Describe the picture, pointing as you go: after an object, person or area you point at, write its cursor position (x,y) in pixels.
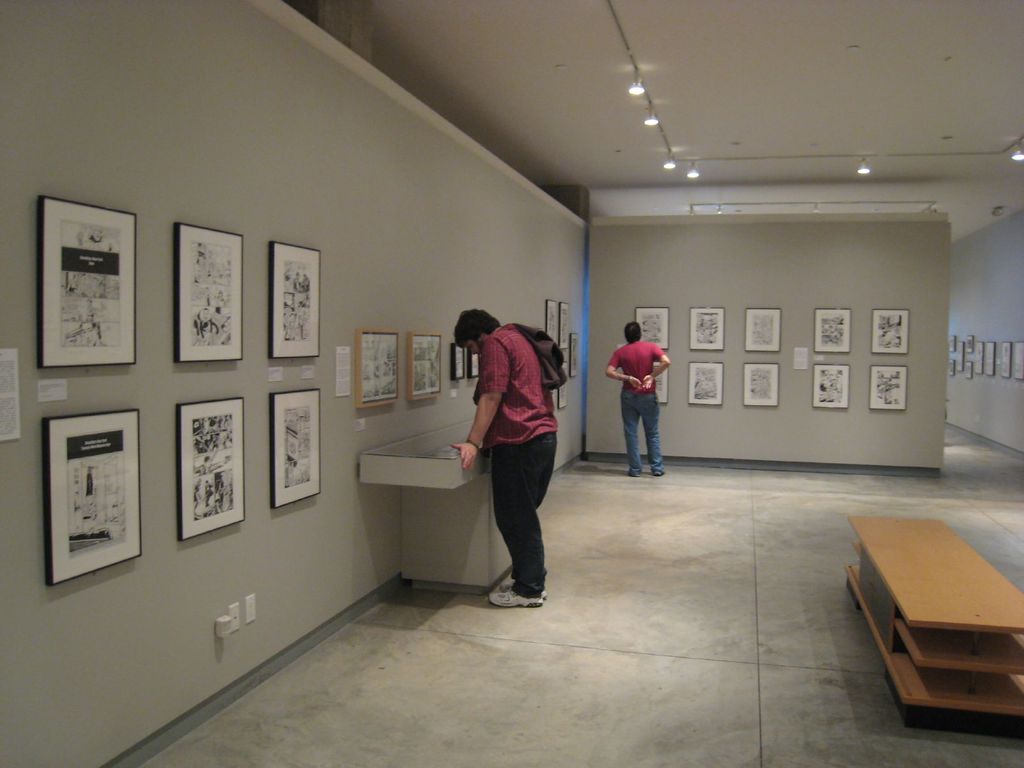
It looks like an art gallery (847,730) there are a lot of pictures (298,315) and photo frames (125,339) on the wall (463,277), two people (533,460) are spectating at the pictures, the wall (544,205) is of grey color there is also a table (875,608) in middle of the room (841,686).
